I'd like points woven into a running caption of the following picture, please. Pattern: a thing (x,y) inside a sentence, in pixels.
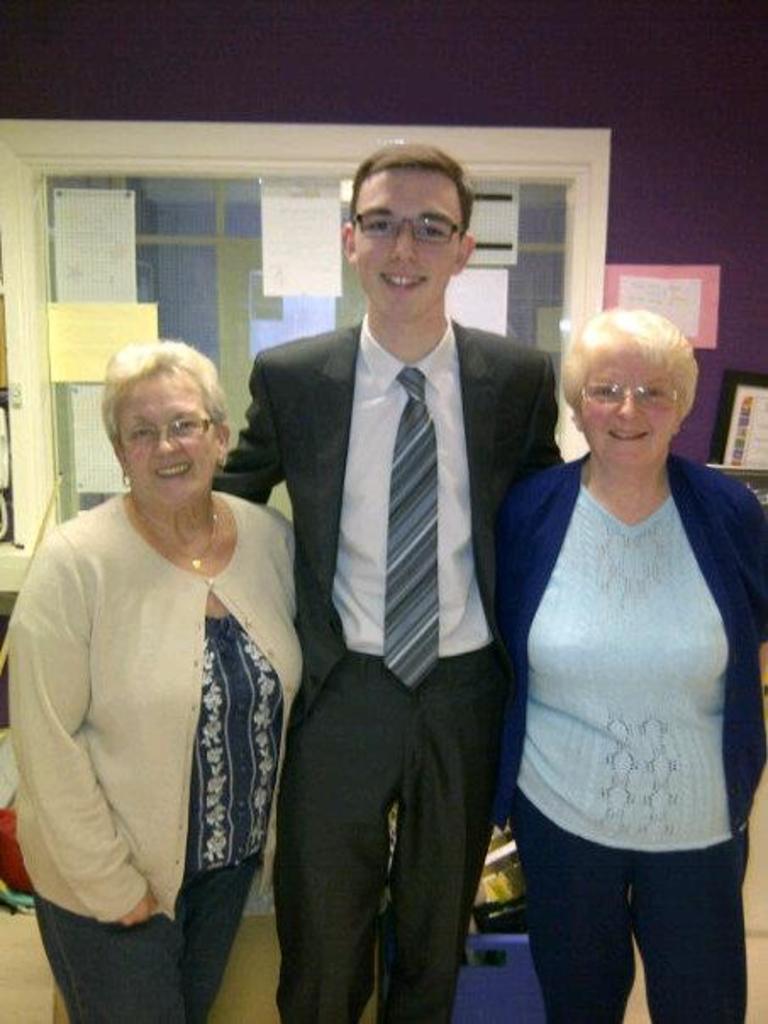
In this image I can see two women (274,774) and a man (429,486) are standing and smiling. These people (363,536) are wearing spectacles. In the background (326,284) I can see papers (273,279) attached to the wall (644,259) and other objects (11,545).
